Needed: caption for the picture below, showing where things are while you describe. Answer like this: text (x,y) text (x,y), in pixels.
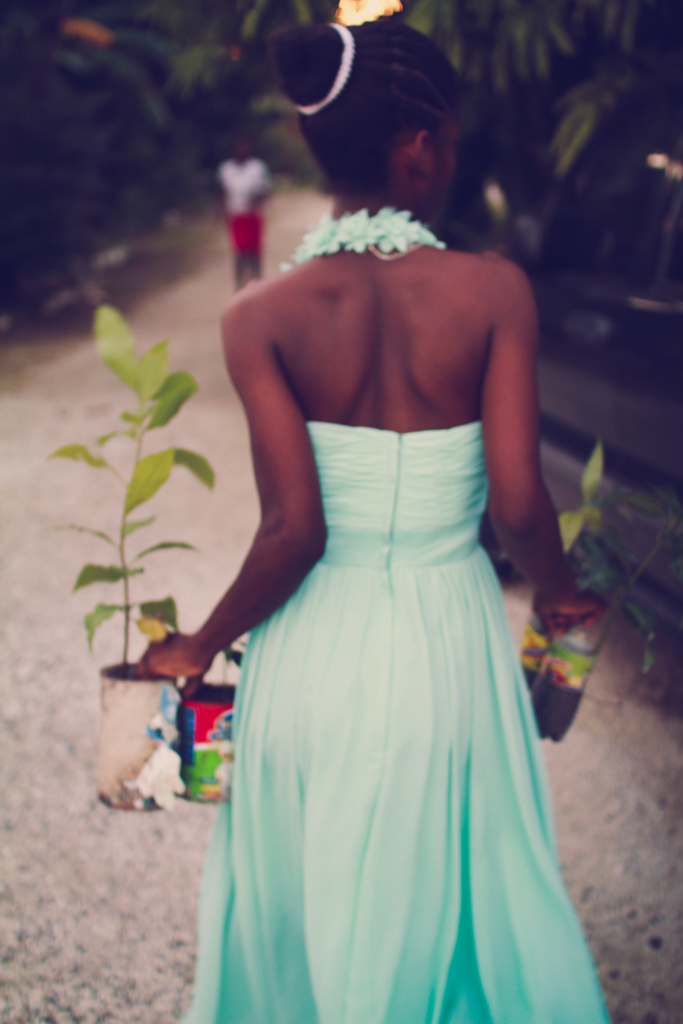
In this image there is a girl (389,732) holding plants (192,692) in her hands (541,601) and walking on a road (580,760), in the background (243,203) there is a person (237,193) standing and it is blurred.
